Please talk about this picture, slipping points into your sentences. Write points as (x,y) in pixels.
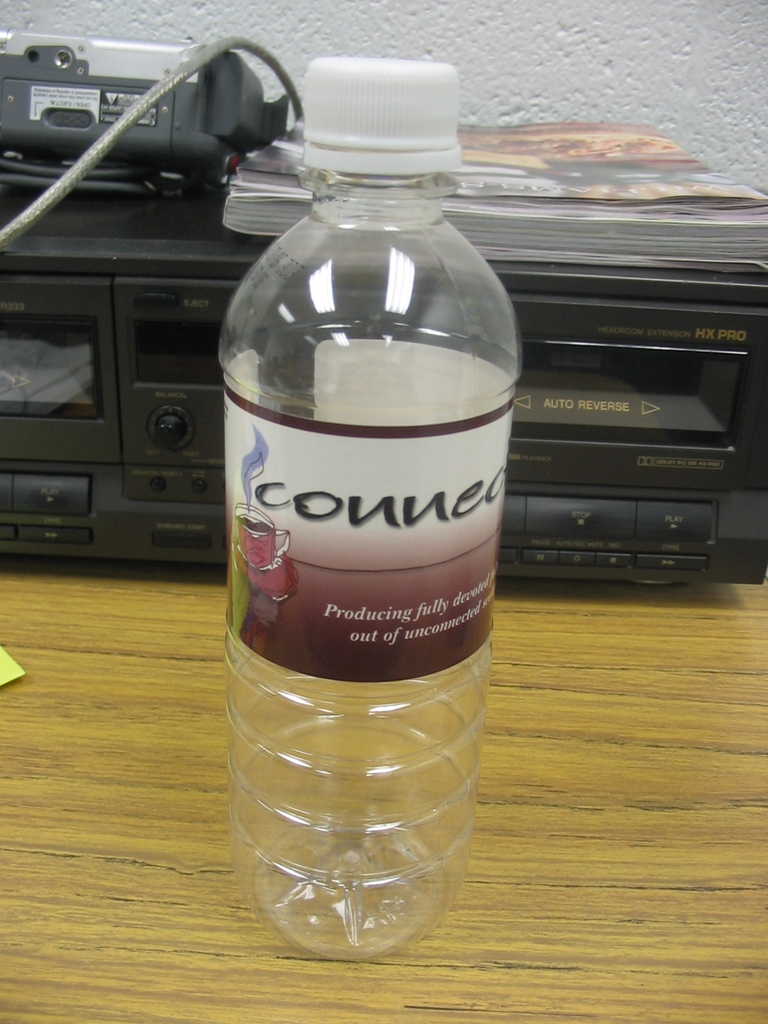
There is an empty water bottle (328,494) and a black box (161,393) are kept on the table (76,643), there are even notebooks (651,230) kept on top of the black box (708,434).
